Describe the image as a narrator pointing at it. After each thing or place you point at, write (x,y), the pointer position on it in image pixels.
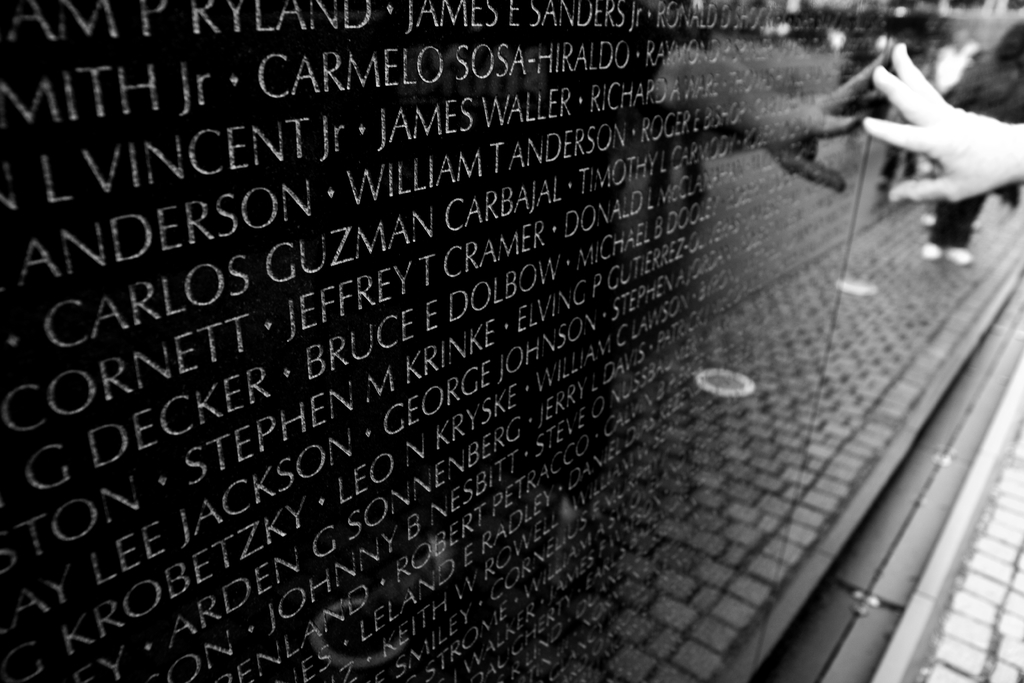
In this image, on the left side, we can see a black board (721,602), on which some text (480,598) is written on it. On the right side (1009,155), we can see a hand (1003,169) of a person (920,186). In the background (977,83), we can see a group of people (983,72).
